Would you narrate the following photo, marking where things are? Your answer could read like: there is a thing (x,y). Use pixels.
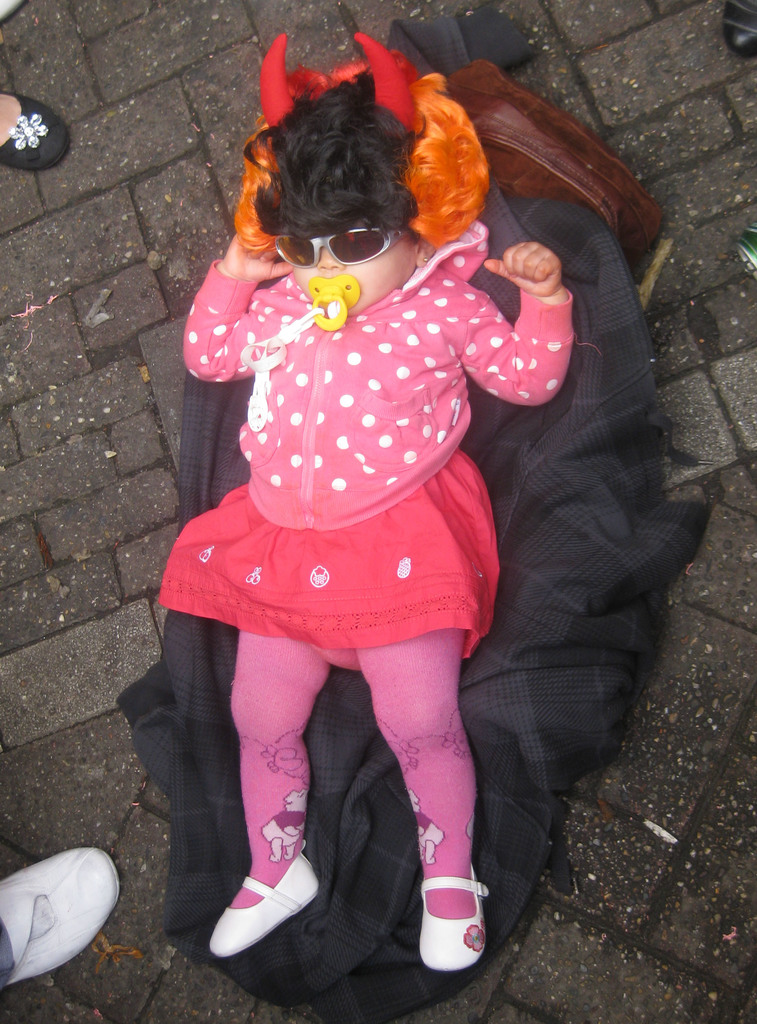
In the image there is a baby girl (370,256) lying on a coat (499,446) and around the girl (377,270) there are some people (44,124), only the feets (59,861) of the people (113,892) are visible in the image.
